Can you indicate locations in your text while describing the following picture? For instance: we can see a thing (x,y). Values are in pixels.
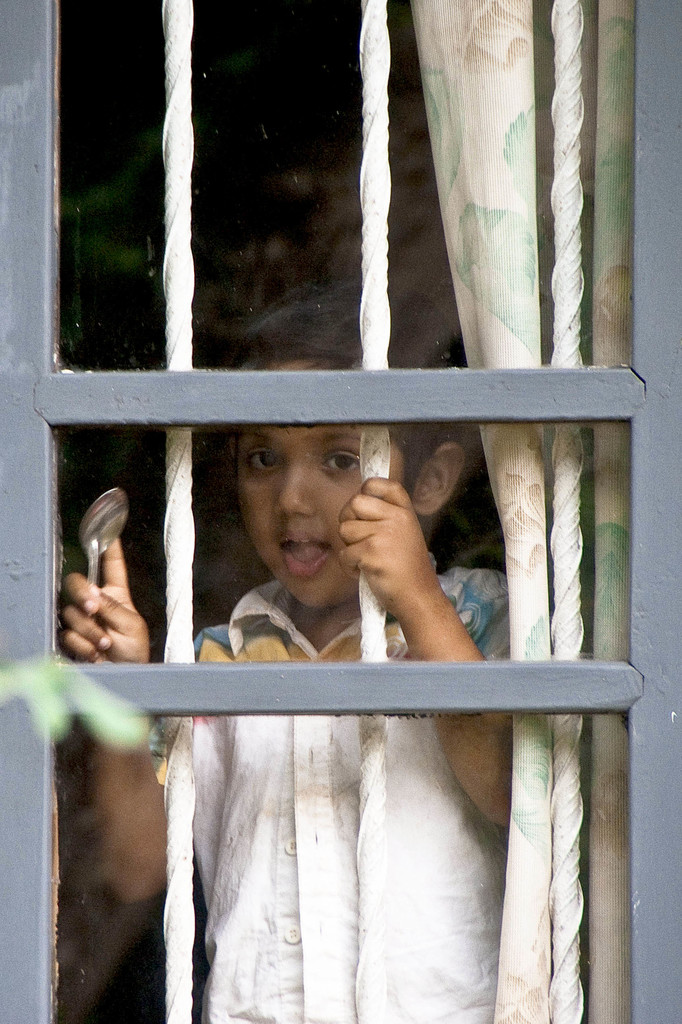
In this image I can see a kid (319,616) standing near the window (142,677) holding a spoon (115,528).
